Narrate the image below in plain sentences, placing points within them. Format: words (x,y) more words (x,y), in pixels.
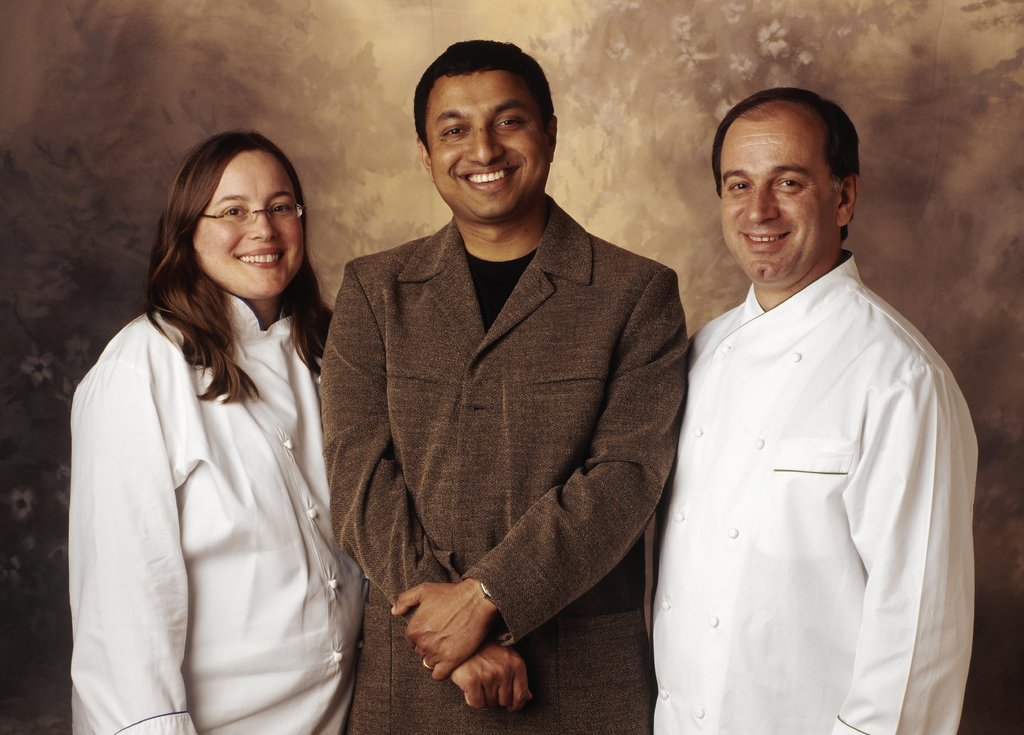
In this image we can see three persons (546,569) two (854,478) are wearing white color dress (123,459) and a person (433,449) wearing brown color suit (467,444) standing in the middle of the image (423,449) is male (389,442) and two persons (233,470) wearing white color dress (697,472) both are of opposite gender and in the background of the image (571,105) we can see curtain (583,141).
